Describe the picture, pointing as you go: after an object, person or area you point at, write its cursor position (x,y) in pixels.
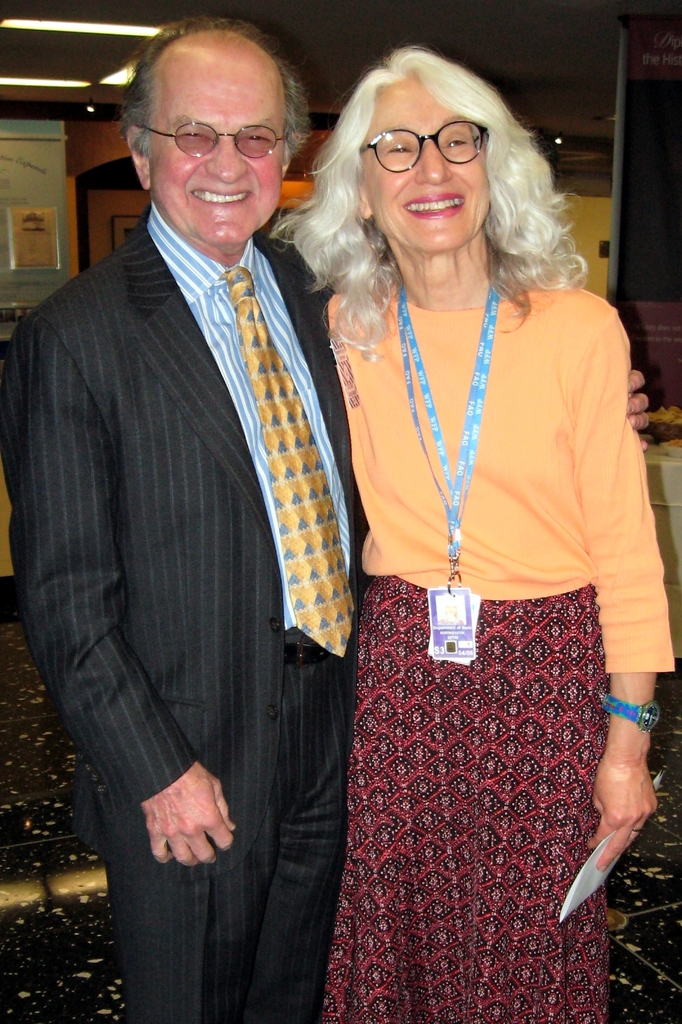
In this image, we can see a woman (508,788) and man (317,441) are smiling and wearing glasses (385,150). Here we can see a woman (594,896) is holding some paper (578,893). Background (660,187) we can see, wall (80,150), banners (662,277), photo frame (122,235), some objects (675,494). Top of the image (313,48), there is a roof (274,38) with lights (84,81).
